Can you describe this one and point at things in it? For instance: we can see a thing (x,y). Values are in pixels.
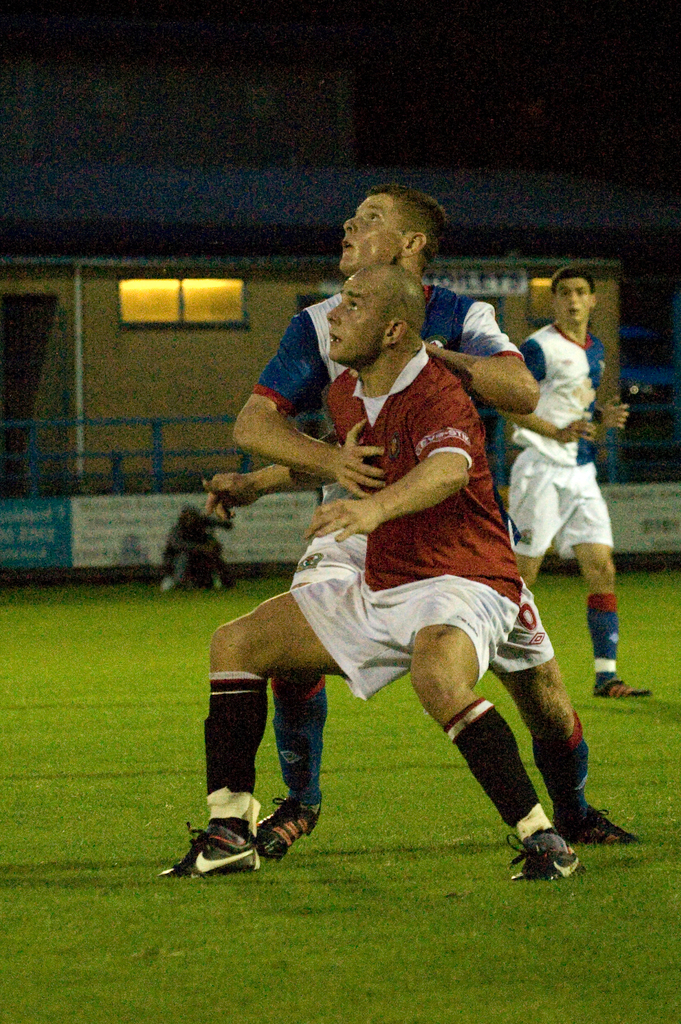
In this image, we can see people (203,548) on the ground (242,948) and in the background (192,316), there is a shed (124,402) and we can see a board (214,515), a fence (86,419) and there are lights (207,319) and we can see some objects (168,556).
